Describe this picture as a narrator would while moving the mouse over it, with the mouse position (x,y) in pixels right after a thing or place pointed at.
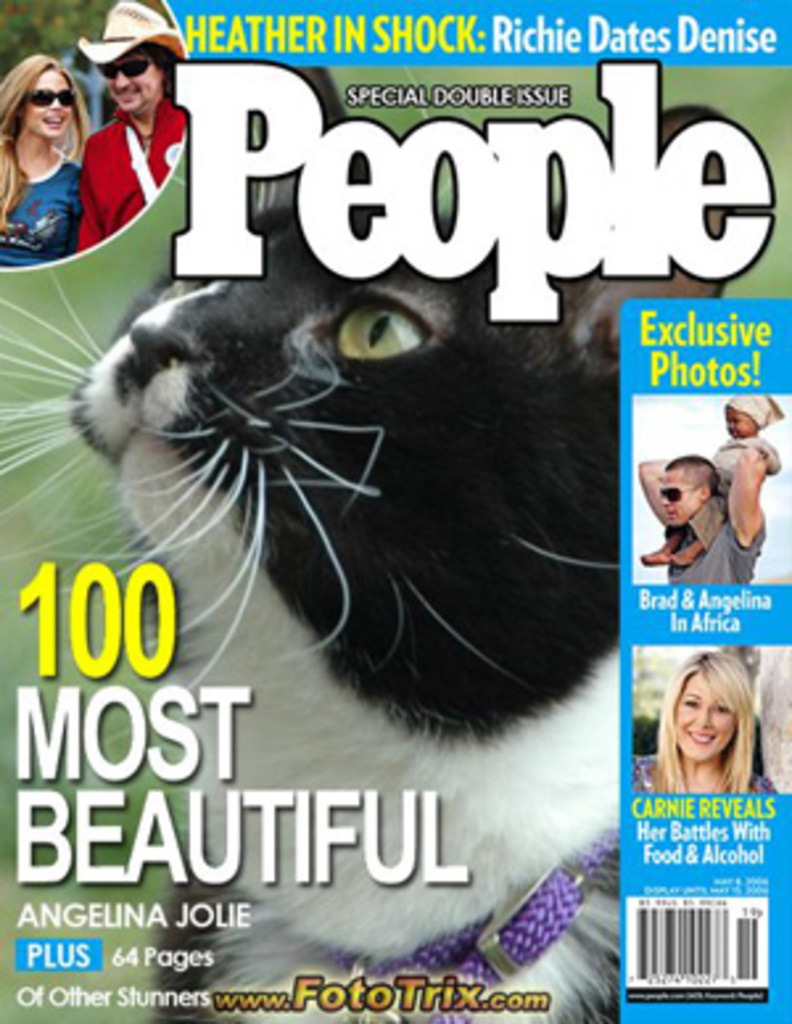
In this image I can see a pamphlet (309,199) and on it I can see picture (334,472) of a cat (418,505) and of few people (141,204). I can also see something is written on this pamphlet (467,527).
